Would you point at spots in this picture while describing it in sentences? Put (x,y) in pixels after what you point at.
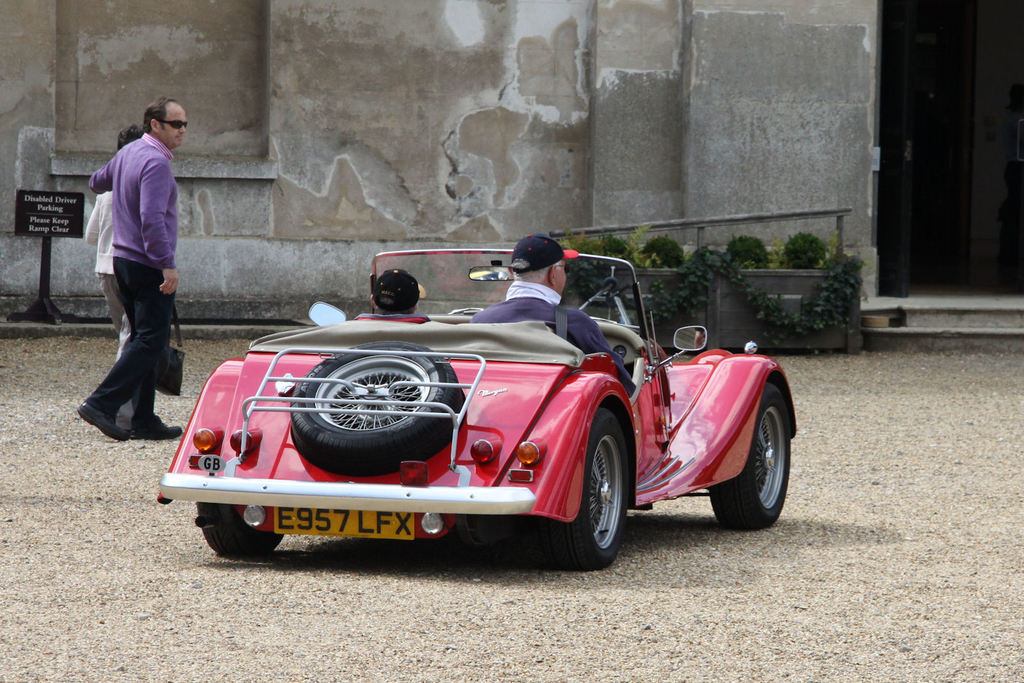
Two people (389,288) are driving a car (404,383) passing by a couple (151,209) walking.
